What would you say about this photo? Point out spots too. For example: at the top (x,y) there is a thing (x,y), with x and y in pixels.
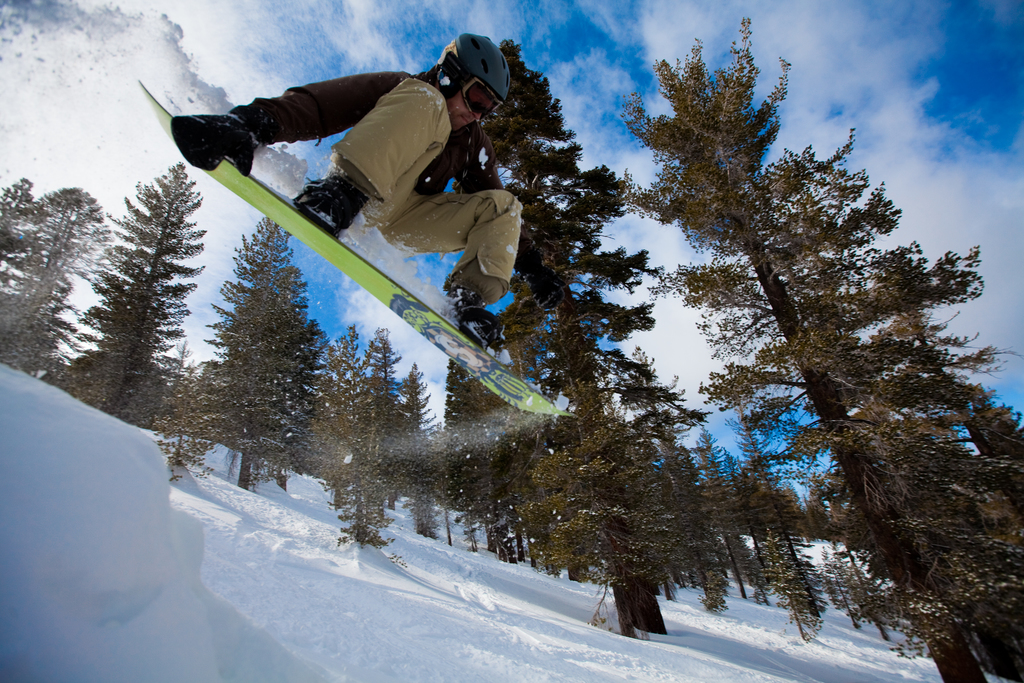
At the bottom of the image (423,551) we can see snow (130,557). In the middle of the image (455,238) a person (249,144) is doing skating and jumping. Behind him we can see some trees (698,203). At the top of the image (808,1) we can see some clouds (644,223) in the sky (74,47).
